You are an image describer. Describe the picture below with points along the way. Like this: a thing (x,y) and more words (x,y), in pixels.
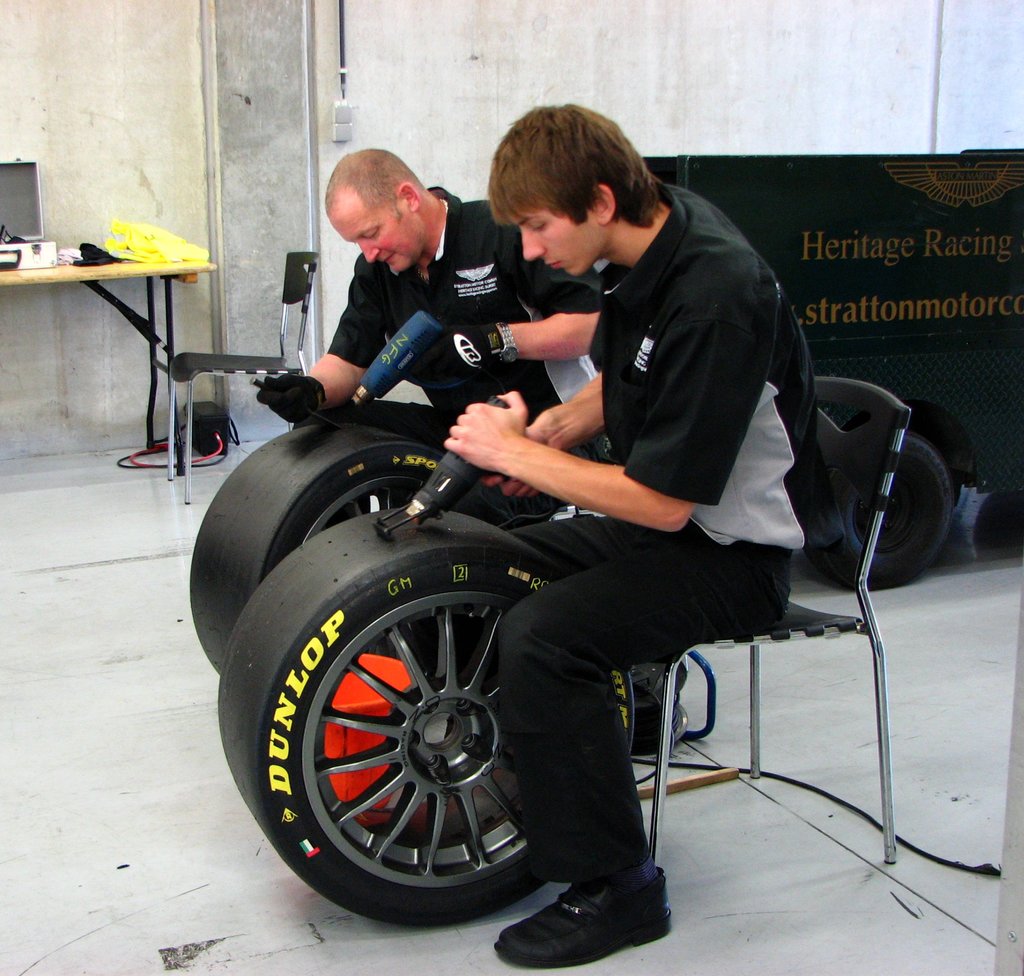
There are two men (598,301) sitting on the chairs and holding objects (426,502). These are the two wheels (296,560), which are black in color. This is the table (171,276) with few objects (80,258) on it. I can see an empty chair (241,371). This looks like a bucket (354,696), which is placed on the floor (234,800). I can see a mini truck (947,305) with the wheels (924,501) attached to it. This looks like a black color object (209,430), which is placed on the floor (144,473). Here is the pillar (258,83).
